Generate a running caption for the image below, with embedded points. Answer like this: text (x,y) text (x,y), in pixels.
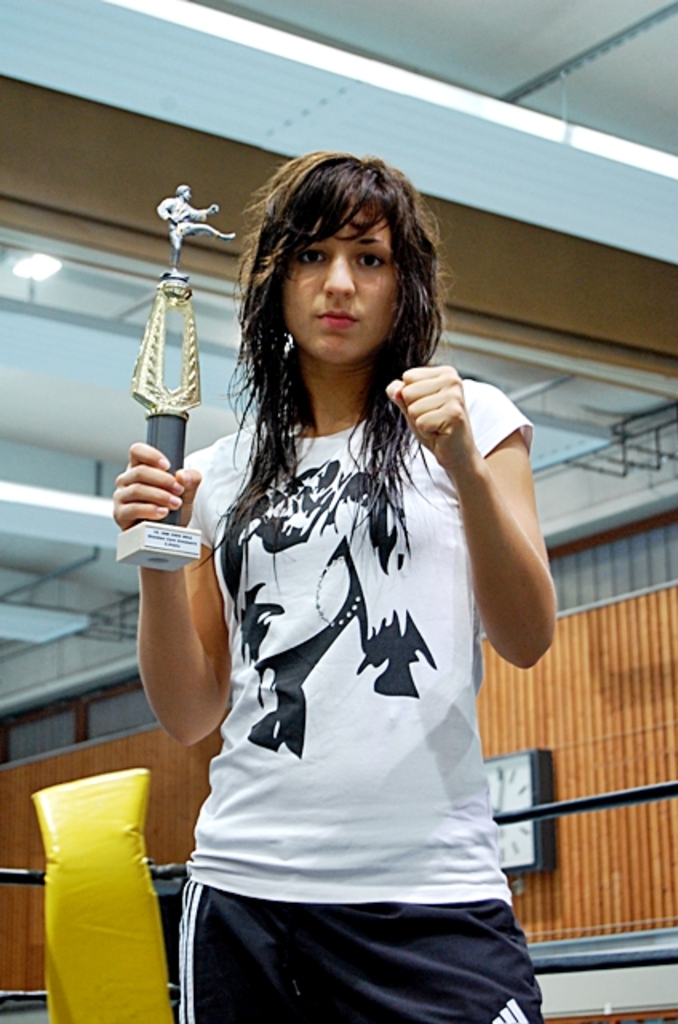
In this image I can see a woman (234,583) is standing in the front (227,712) and I can see she is wearing white colour t shirt (450,679) and pant (358,971). I can also see she is holding an award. In the background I can see a light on the ceiling (119,288) and on the bottom left side of this image (71,1020) I can see a yellow colour thing (119,773). On the right side of this image (519,700) I can see a clock (494,756) on the wall (513,751).
